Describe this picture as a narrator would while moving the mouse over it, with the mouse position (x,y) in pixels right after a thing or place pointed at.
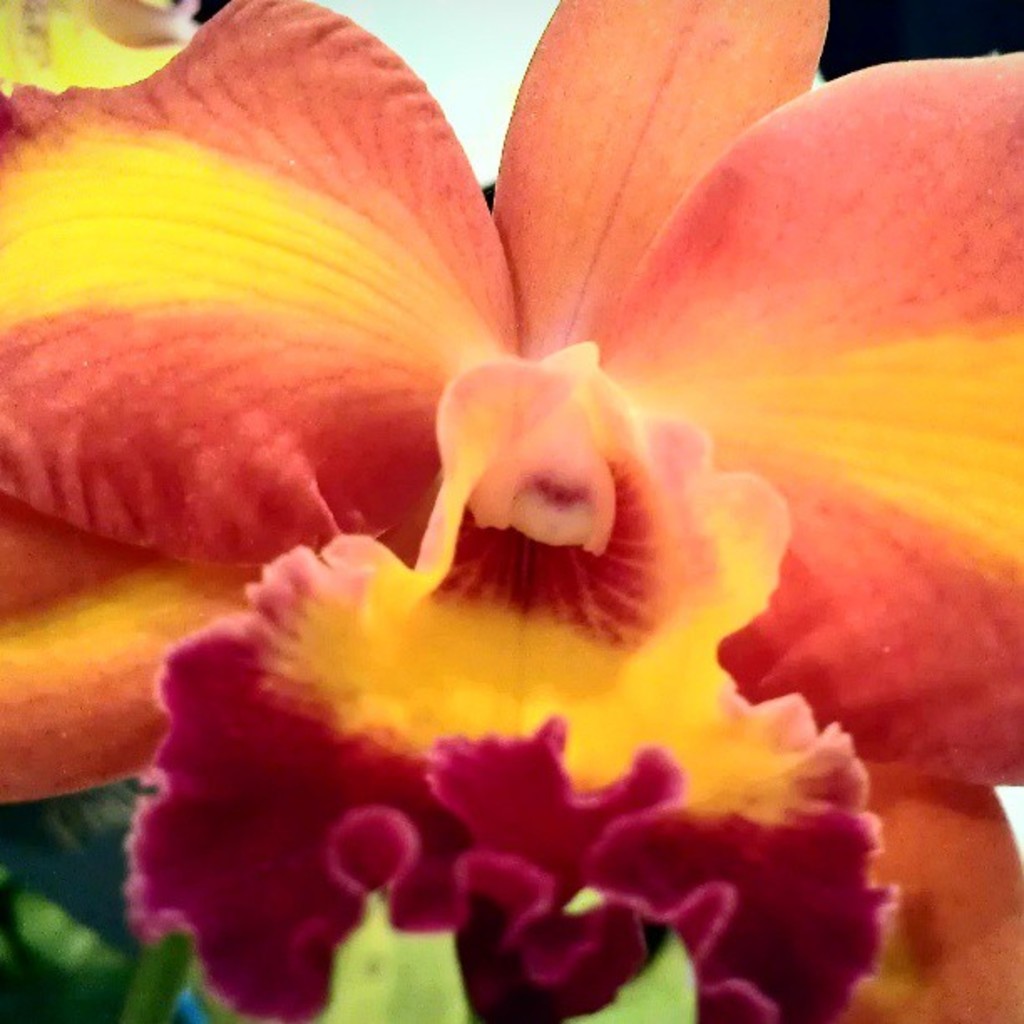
In this image there is a flower (578,430).
